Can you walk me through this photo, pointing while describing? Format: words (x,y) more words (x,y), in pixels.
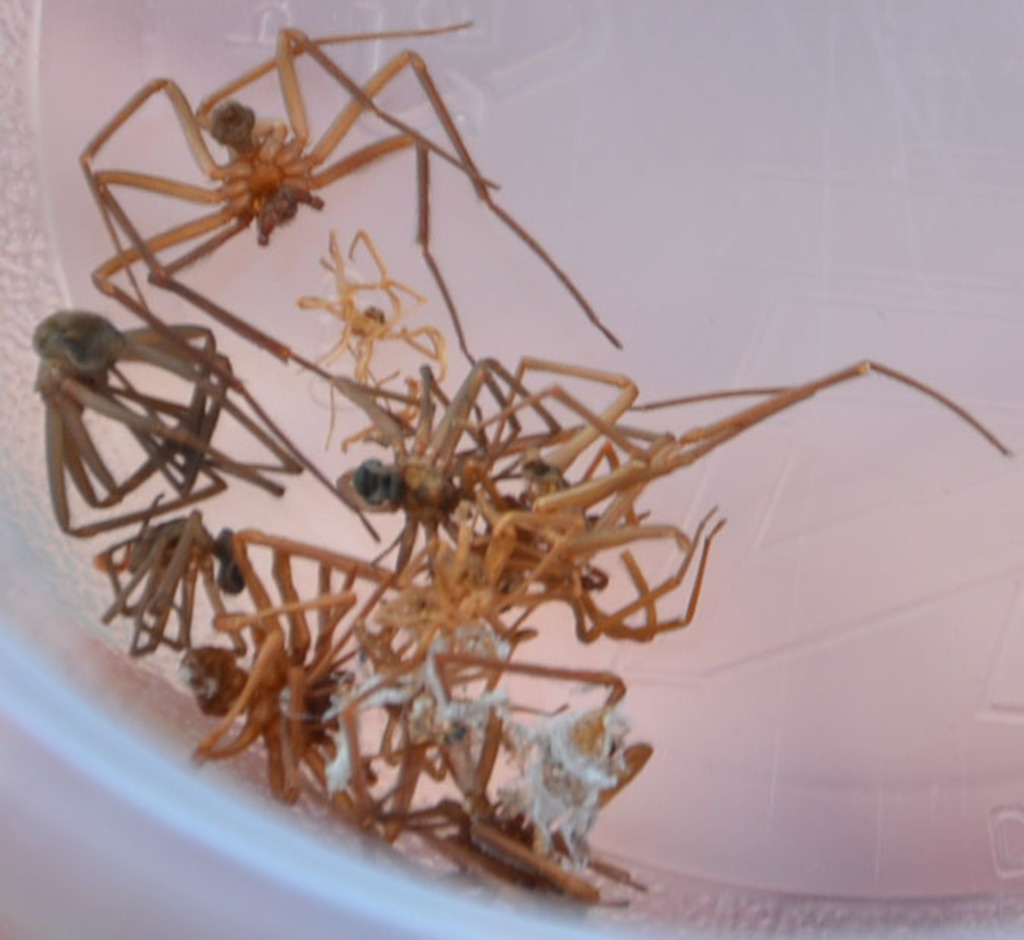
In this image there are spiders (123,521) in a plastic container (706,190).
